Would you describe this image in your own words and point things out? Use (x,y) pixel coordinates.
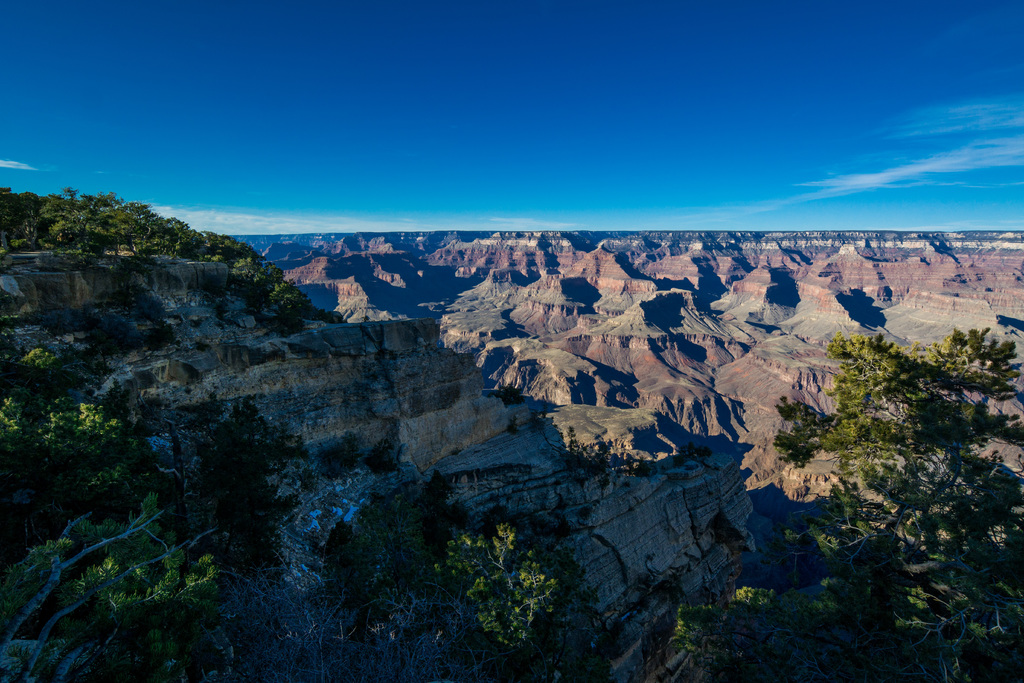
This is an aerial view. In this picture we can see the mountains (474,392), trees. At the top of the image (432,121) we can see the clouds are present in the sky (524,175).
